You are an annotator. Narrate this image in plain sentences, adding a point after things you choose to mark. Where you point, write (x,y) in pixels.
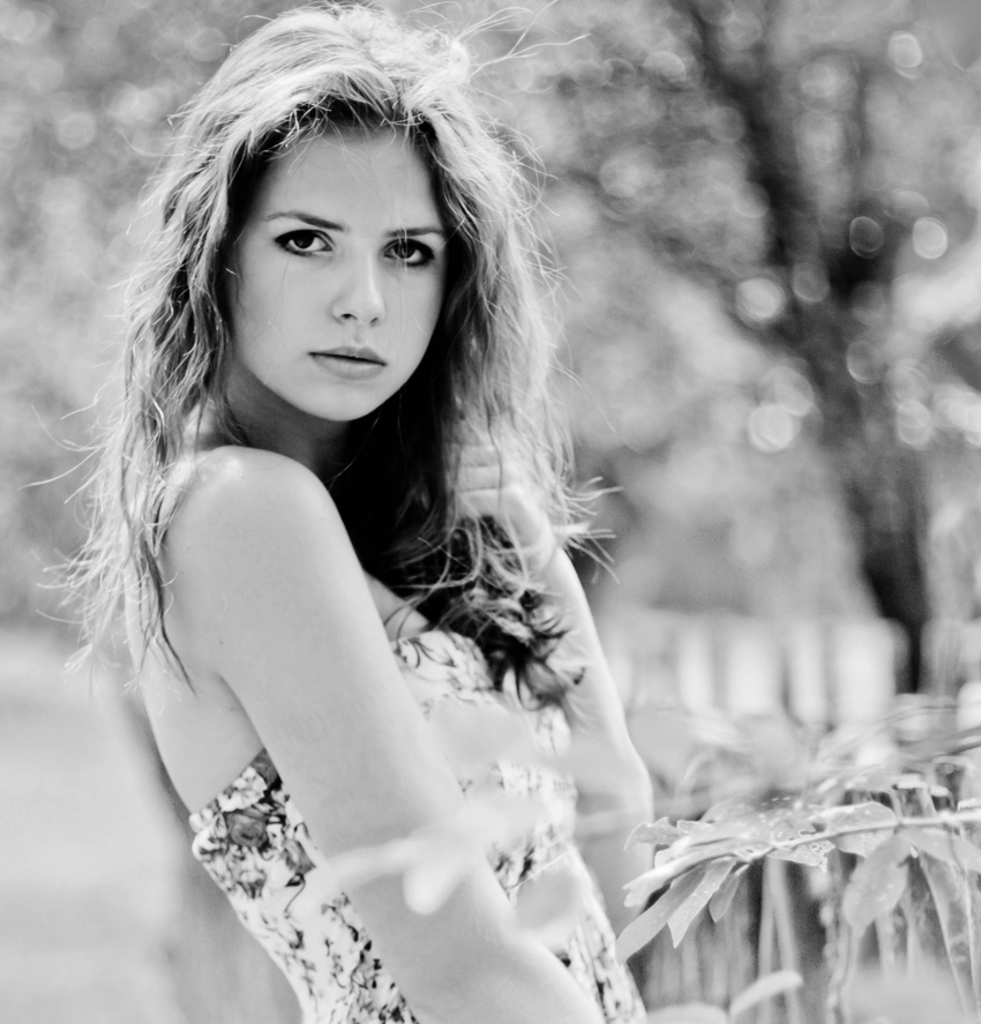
This is black and white picture, there is a woman (321,329) standing and we can see leaves (765,813). In the background (820,738) it is blur.
